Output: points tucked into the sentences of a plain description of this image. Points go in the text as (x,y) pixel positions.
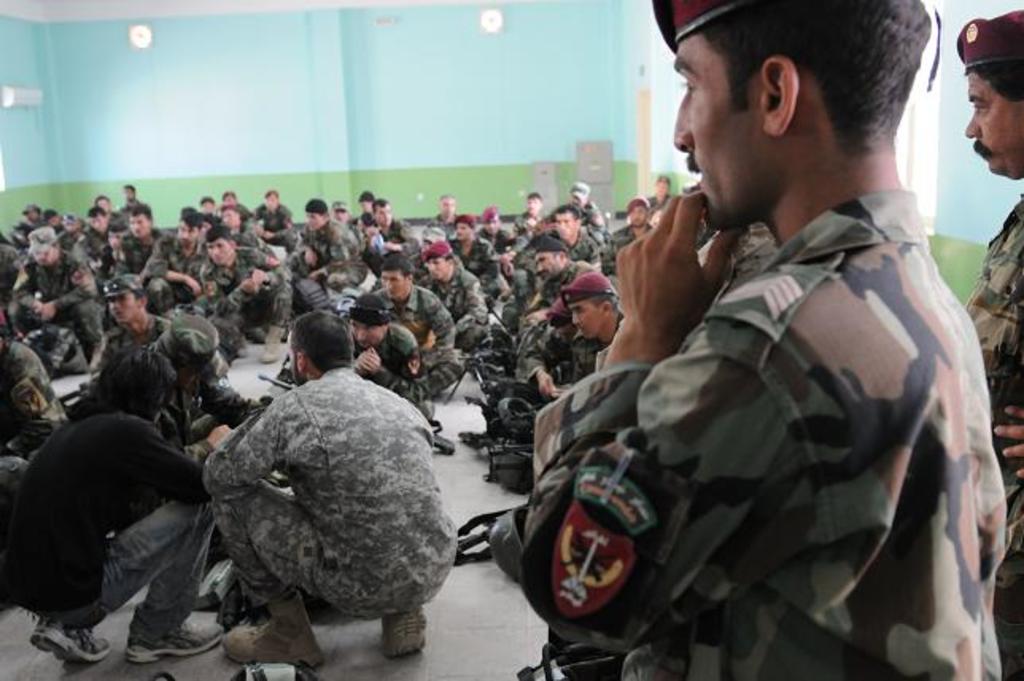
In this image I can see a person (743,364) wearing military uniform (736,441) is standing and I can see few other persons (428,385) are sitting on the floor (250,382). In the background (269,148) I can see the wall (227,118) which is blue and green in color, the ceiling (75,4) and few white colored objects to the wall (48,76).
